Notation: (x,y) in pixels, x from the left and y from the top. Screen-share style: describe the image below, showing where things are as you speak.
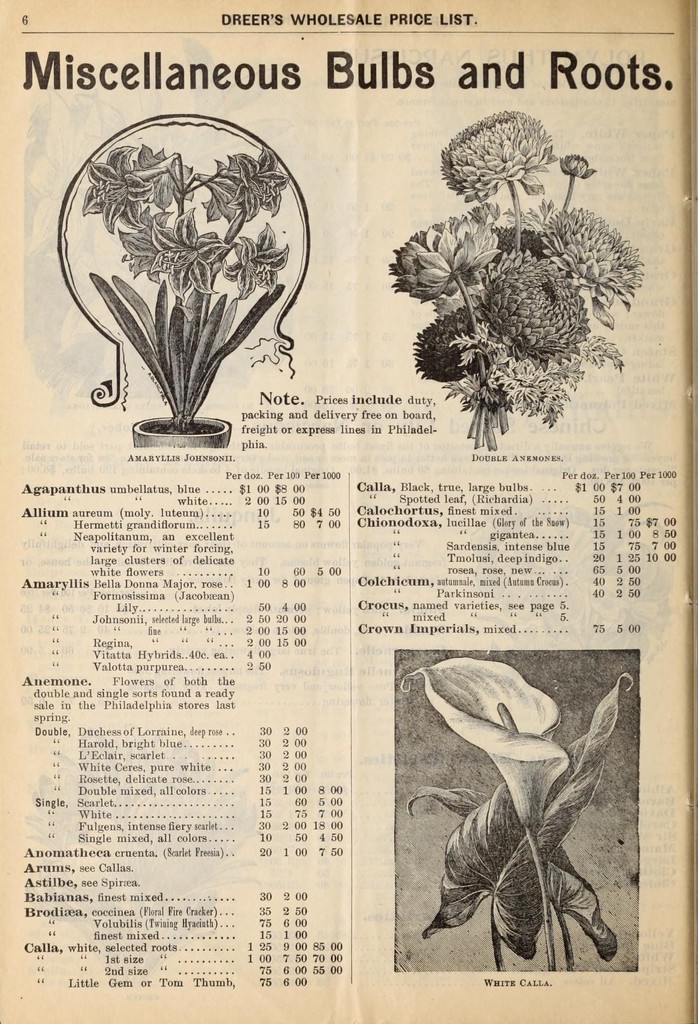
In this image there is an article (297,467) about the bulbs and roots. At the bottom (486,794) there is a flower (521,806). At the top (529,295) there are flowers (510,291). On the left side (137,699) bottom there is some script (260,727).
